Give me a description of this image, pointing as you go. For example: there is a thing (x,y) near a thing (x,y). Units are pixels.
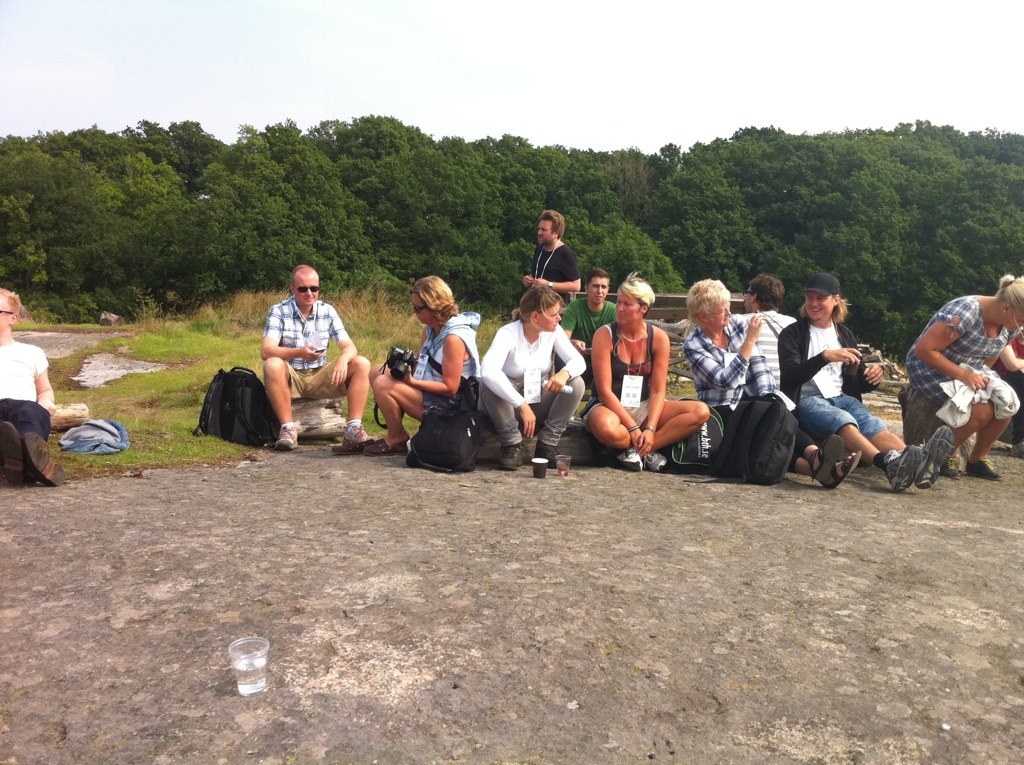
In this image we can see people (526,426) and there are glasses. We can see bags (455,400). The person (400,390) sitting in the center (400,431) is holding a camera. In the background (169,186) there are trees (858,287). At the top (461,110) there is sky (162,59).
